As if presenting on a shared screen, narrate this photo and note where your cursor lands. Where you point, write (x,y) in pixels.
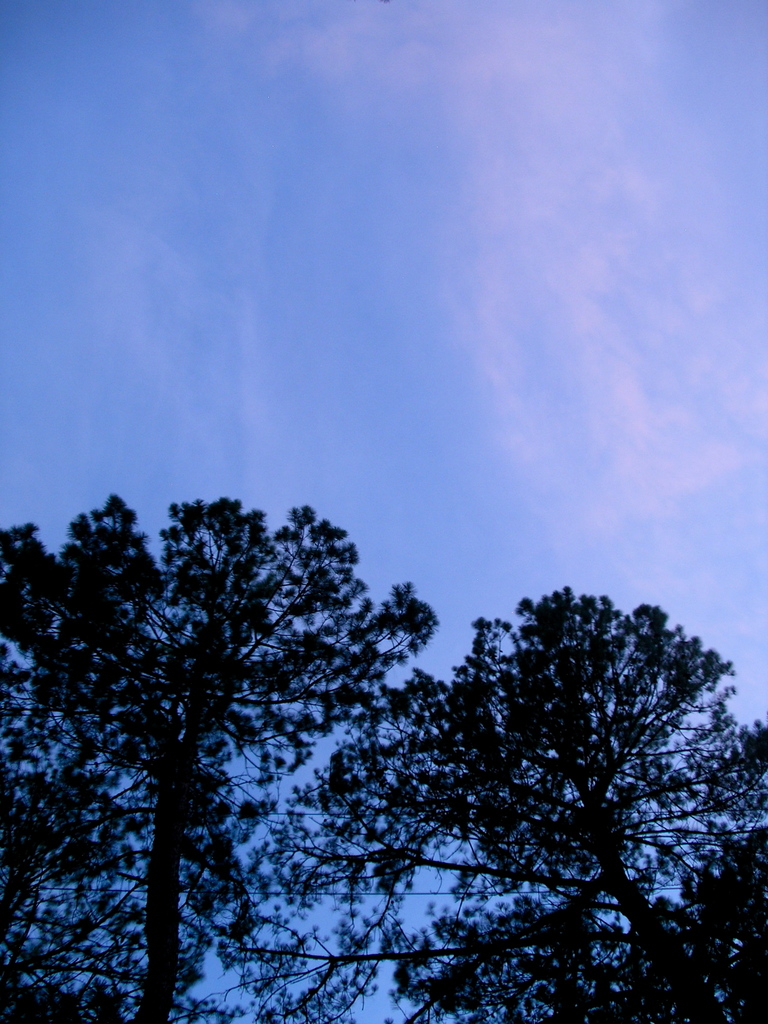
Here we can see trees (494,747). In the background (378,365) there is sky (489,258).
